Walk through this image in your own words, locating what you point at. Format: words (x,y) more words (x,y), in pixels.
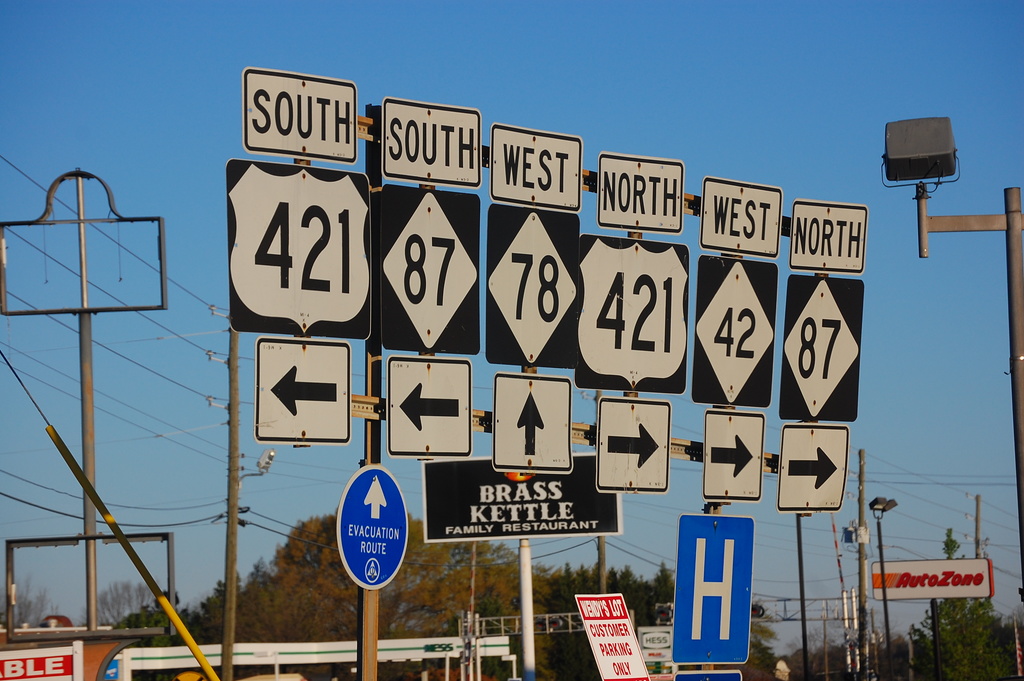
In this image in front (648,443) there are directional boards (626,388). There are poles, lights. In the background of the image (484,578) there are trees (964,641) and sky (241,45).
